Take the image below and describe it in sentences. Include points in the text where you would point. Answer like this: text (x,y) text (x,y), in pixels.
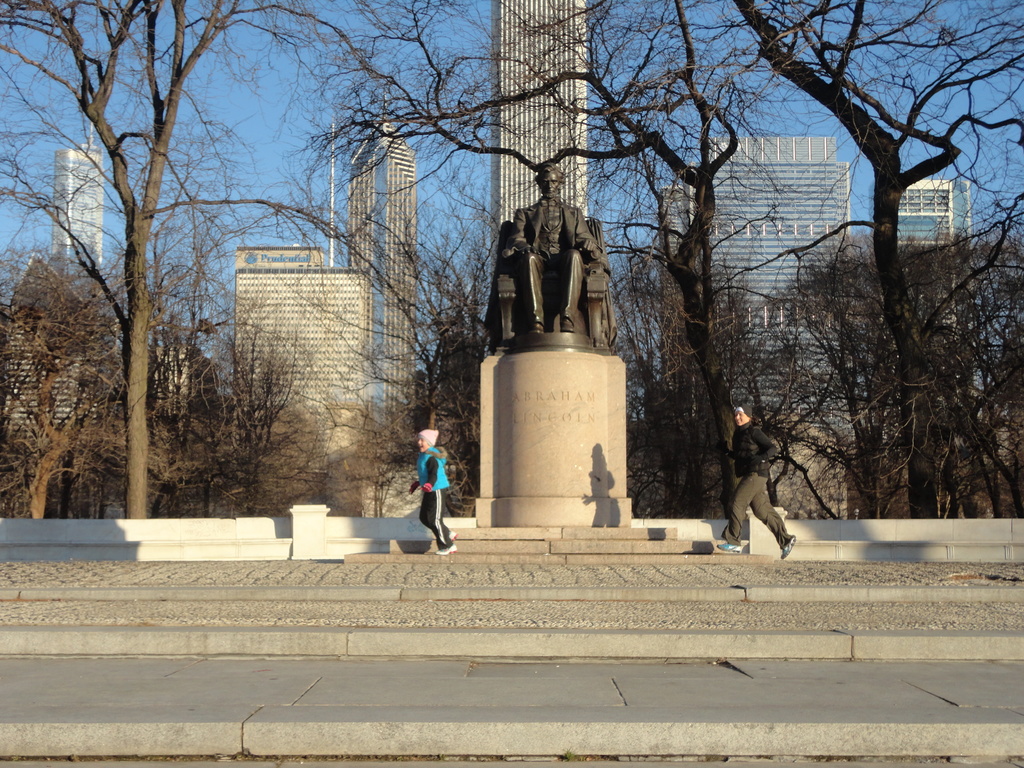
In this picture I can see two persons (764,482) are running in the middle (554,512), there is a statue (577,347). In the background (51,298) there are trees (74,436) and buildings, at the top (326,102) there is the sky (301,100).
